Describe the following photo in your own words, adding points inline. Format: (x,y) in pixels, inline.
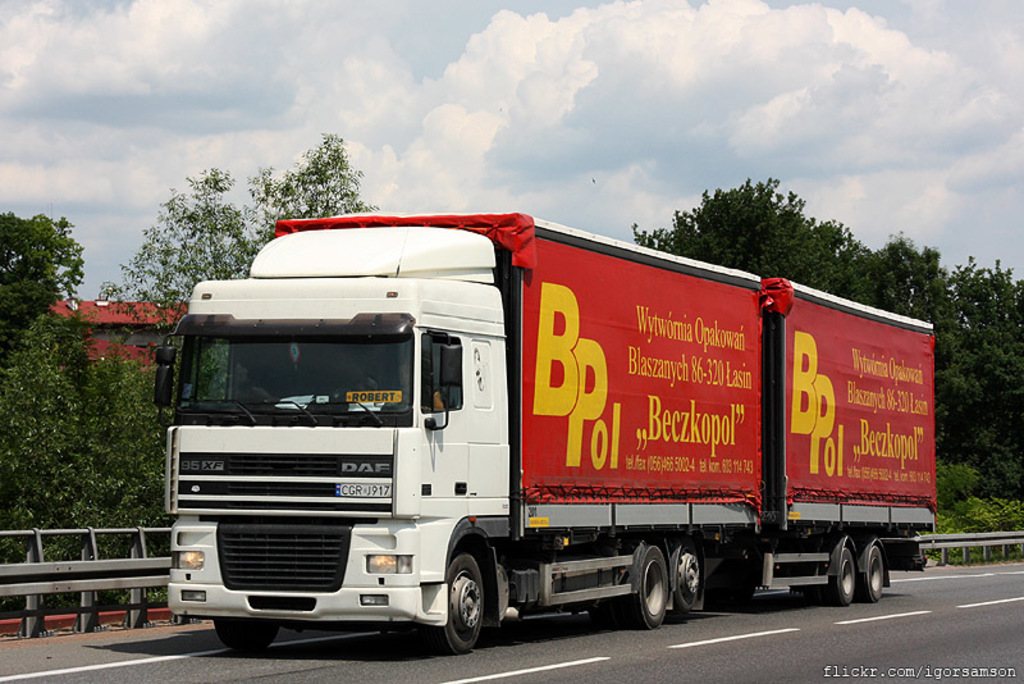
In the background (751,86) we can see the sky (645,114) with clouds (630,94), trees (158,326). We can see a vehicle (915,512) on the road (521,634) near to the railing (76,564). At the bottom portion of the picture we can see the water mark (853,677).
